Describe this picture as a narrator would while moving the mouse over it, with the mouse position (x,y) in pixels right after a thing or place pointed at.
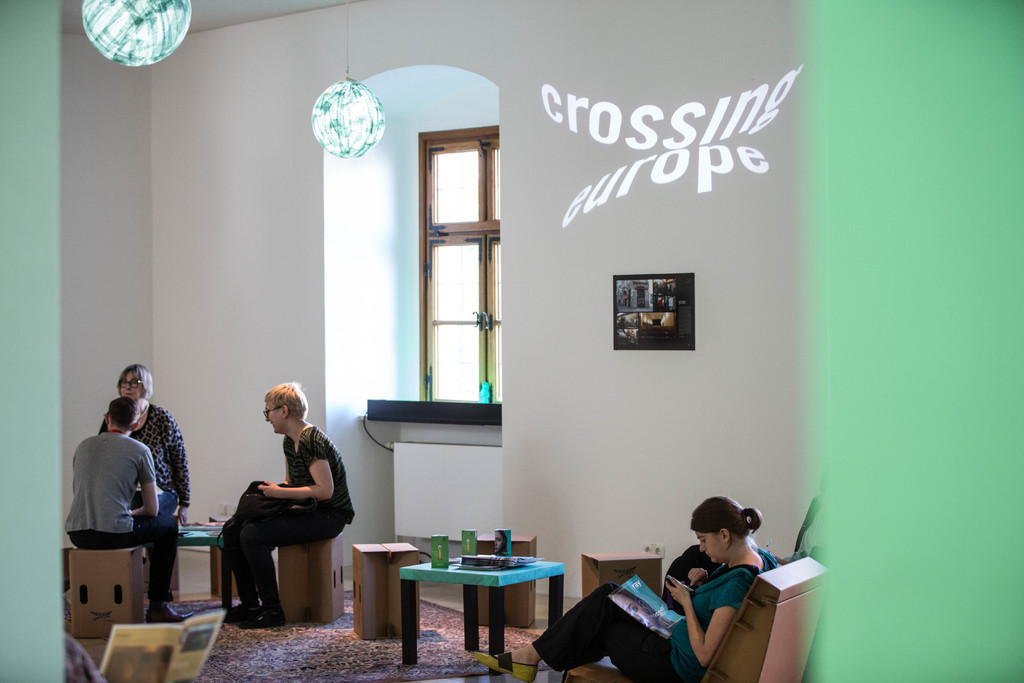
This is a picture of a room (231,382). In the background (462,300) there is a window (466,285). There is a photo frame (656,308) hanged on the wall (404,204). There are lights (356,130) on the top (343,114). there are four persons (324,491). There is a carpet (332,648) on the floor (325,635). There are table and stools (383,568). All of them are sitting. The lady (697,536) on the right side (705,575) is reading a magazine (669,613). There are some product (491,562) on the table (407,590).
